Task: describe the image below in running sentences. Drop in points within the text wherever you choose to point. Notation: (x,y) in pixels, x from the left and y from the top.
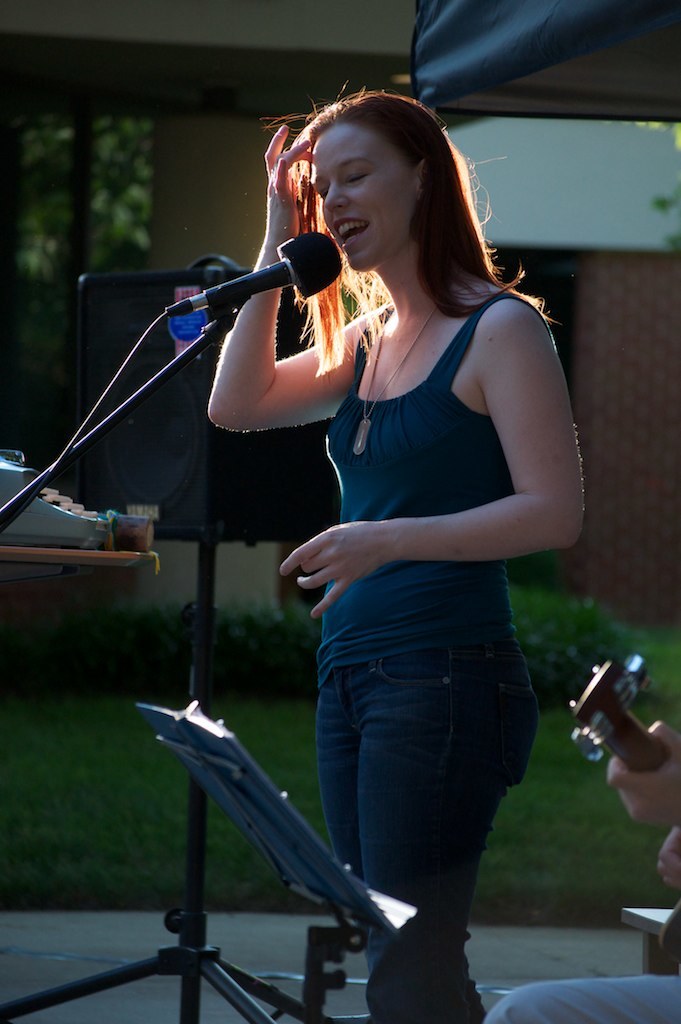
In this image we can see a woman (521,756) wearing dress (376,595) is standing here and smiling. Here we can see the mic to the stand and a person (631,792) holding guitar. The background of the image (173,804) is dark, where we can see the grass (45,770) and the wall (642,472). Here we can see some objects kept on the table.
